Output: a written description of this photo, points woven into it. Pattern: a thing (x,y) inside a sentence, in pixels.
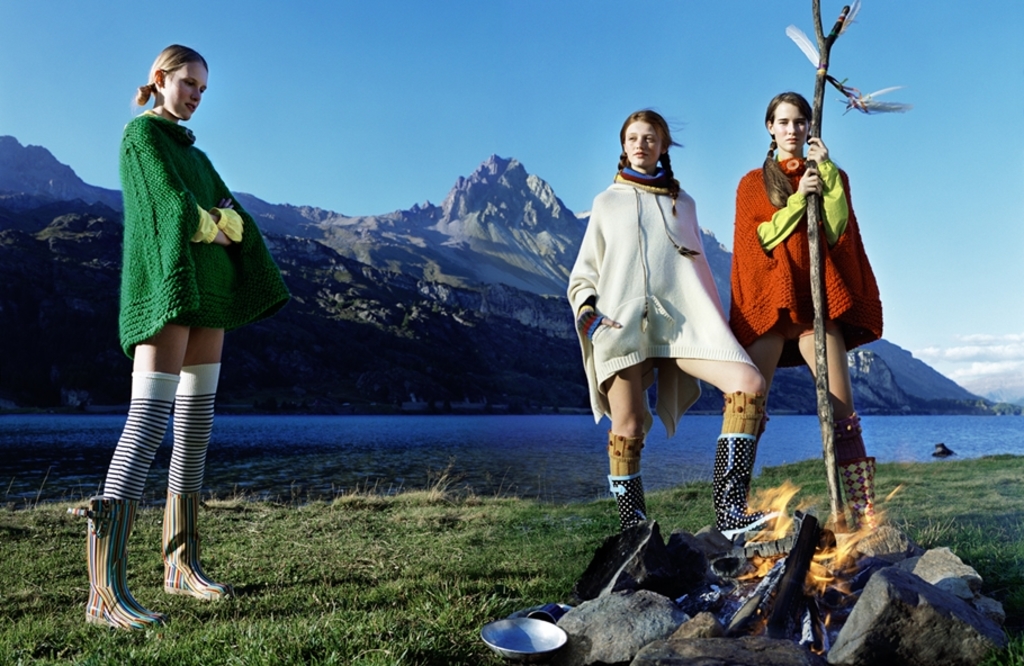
This image is taken outdoors. At the top of the image (381,97) there is the sky (950,309) with clouds (985,368). In the background (108,256) there are a few hills (492,314). There is a river (477,449) with water (333,445). At the bottom of the image (374,618) there is a ground (94,632) with grass (375,554) on it. There are a few stones (867,606) on the ground (952,506). On the left side of the image (162,371) a girl (182,387) is standing on the ground (160,633). On the right side of the image (753,221) two girls (805,269) are standing on the ground (804,486) and a girl (765,258) is holding a stick (831,442) in her hands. There is a plate (517,627) on the ground (62,631) and there is a campfire (794,571).
